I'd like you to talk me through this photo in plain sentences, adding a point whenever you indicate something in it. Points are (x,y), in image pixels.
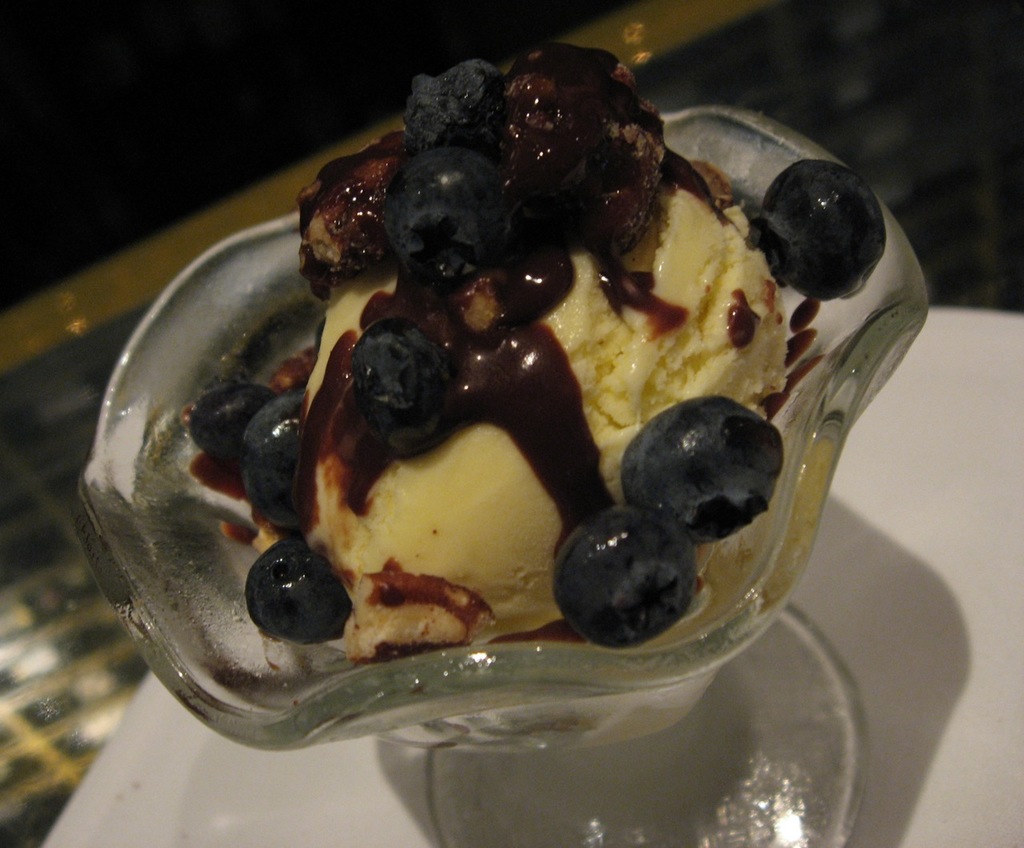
This image consist of an ice cream (539,325) which is in the bowl (736,605), which is on the surface (834,610) which is white in colour.
